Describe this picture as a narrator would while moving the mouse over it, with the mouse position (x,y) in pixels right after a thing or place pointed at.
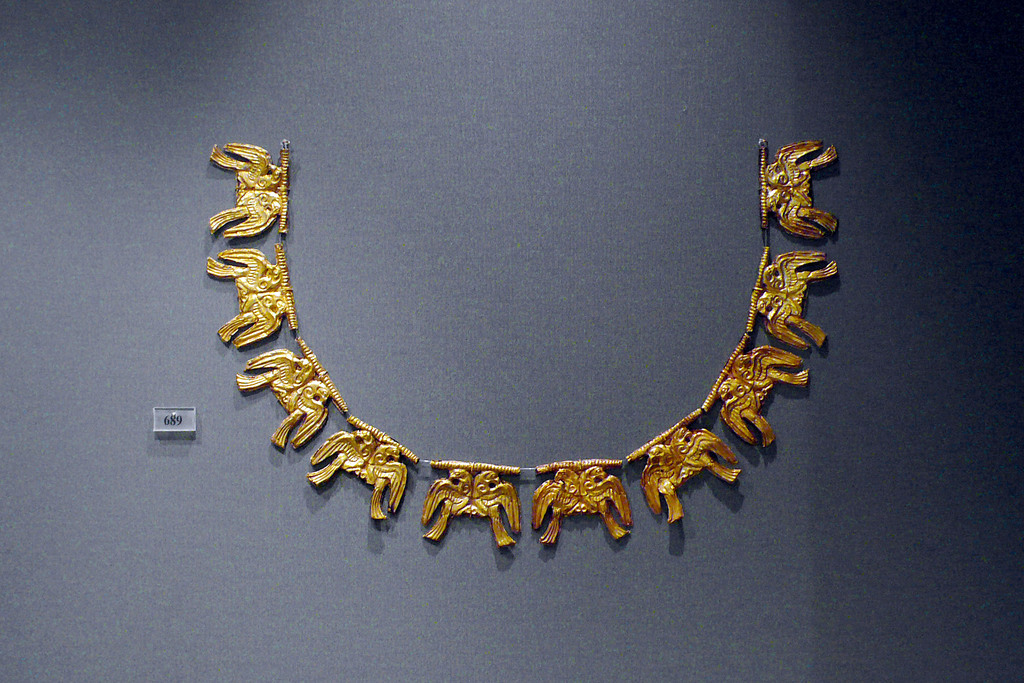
In this image the background (460,201) is dark gray in color. In the middle of the image (354,420) there is a neck piece (713,445) which is gold in color.
